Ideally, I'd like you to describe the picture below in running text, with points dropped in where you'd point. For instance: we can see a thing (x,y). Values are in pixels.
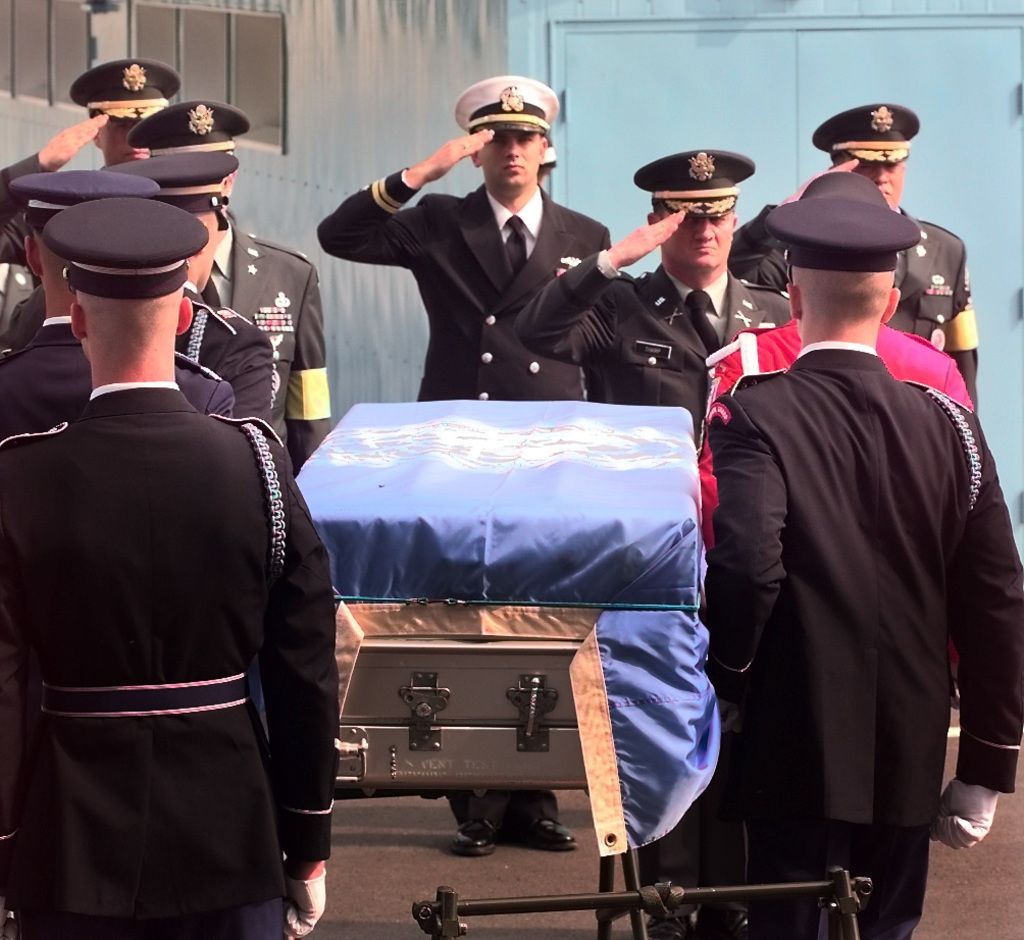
In this image there are few officers (182,592) paying respect to a deceased officer (473,487) in duty. Behind them there is a wall (408,56).
